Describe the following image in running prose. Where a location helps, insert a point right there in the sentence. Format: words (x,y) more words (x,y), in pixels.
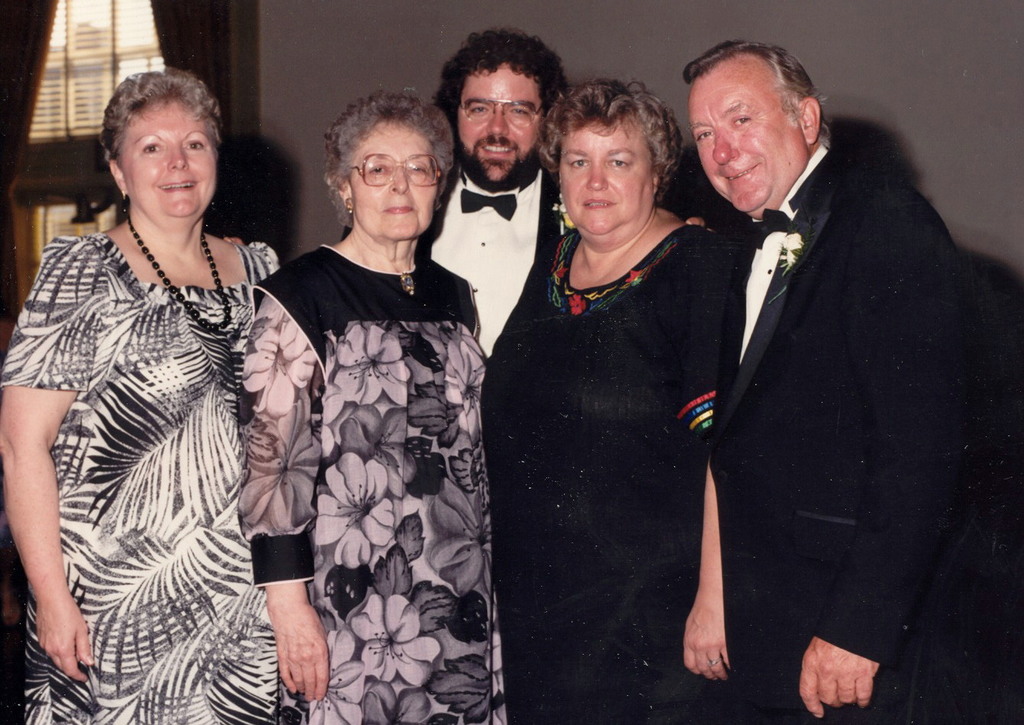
In this image there are a group of people (395,321) who are standing and smiling, and in the background (215,67) there is a wall (263,58) and window (88,79) and some curtains (25,57).
